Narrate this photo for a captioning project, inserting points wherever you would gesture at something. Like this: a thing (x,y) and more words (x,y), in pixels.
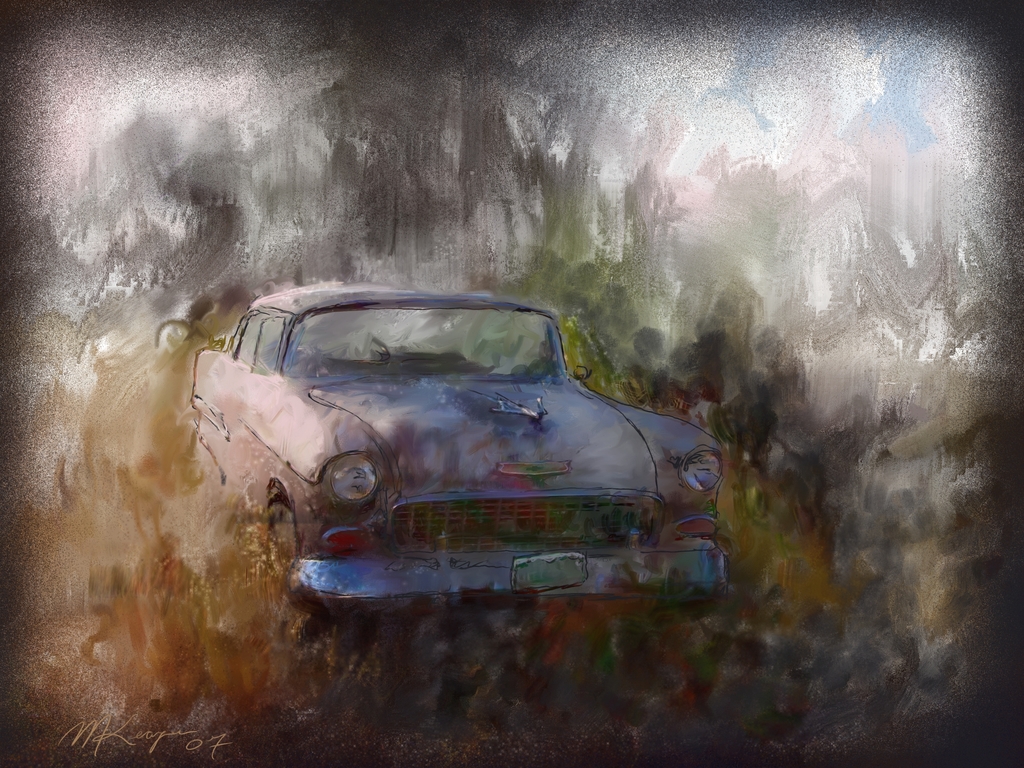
In this image I can see the painting (595,473) in which I can see a car (509,444), few trees (754,425) and the sky (755,116).
